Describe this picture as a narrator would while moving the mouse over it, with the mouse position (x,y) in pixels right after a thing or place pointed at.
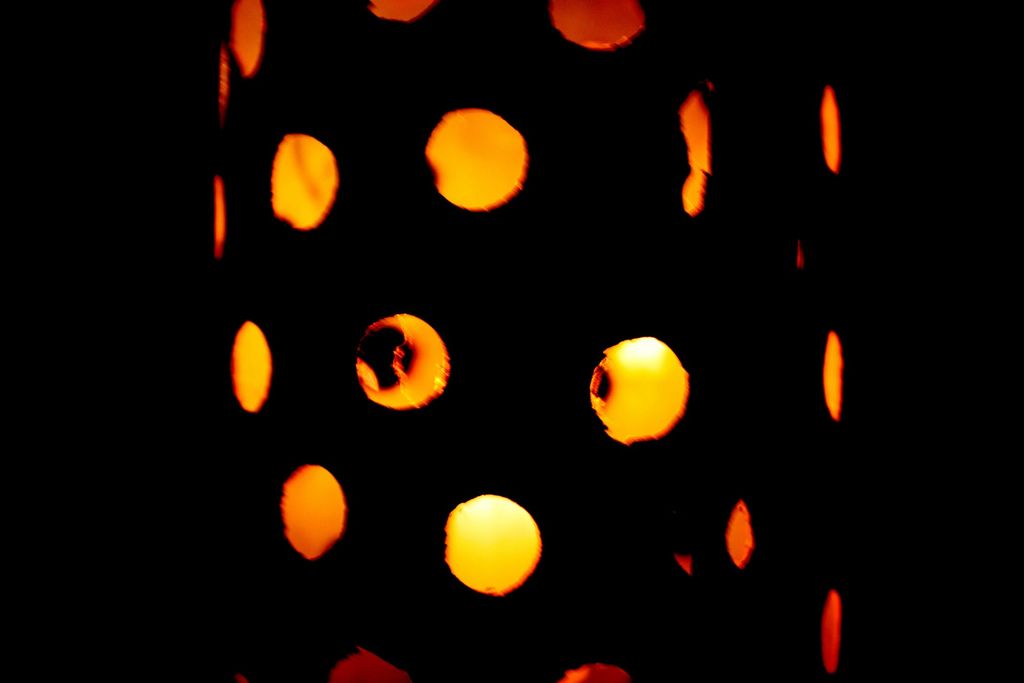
In this image I can see a cylindrical object (677,137) in the center of the image (470,278) with some holes (447,157). I can see some light (464,150) through these circular holes (459,152) and the background (57,462) is black.
